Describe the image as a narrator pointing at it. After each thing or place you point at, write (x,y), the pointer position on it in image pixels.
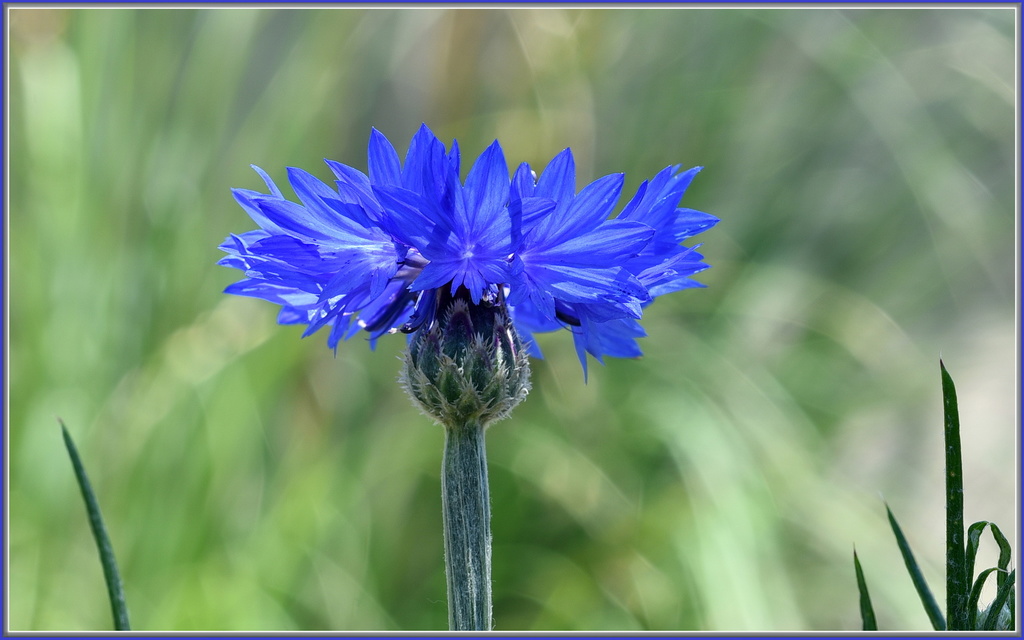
In the picture I can see the blue color flower (474,377) of a plant (491,587) and the background of the image (524,587) is blurred which is in green color.
